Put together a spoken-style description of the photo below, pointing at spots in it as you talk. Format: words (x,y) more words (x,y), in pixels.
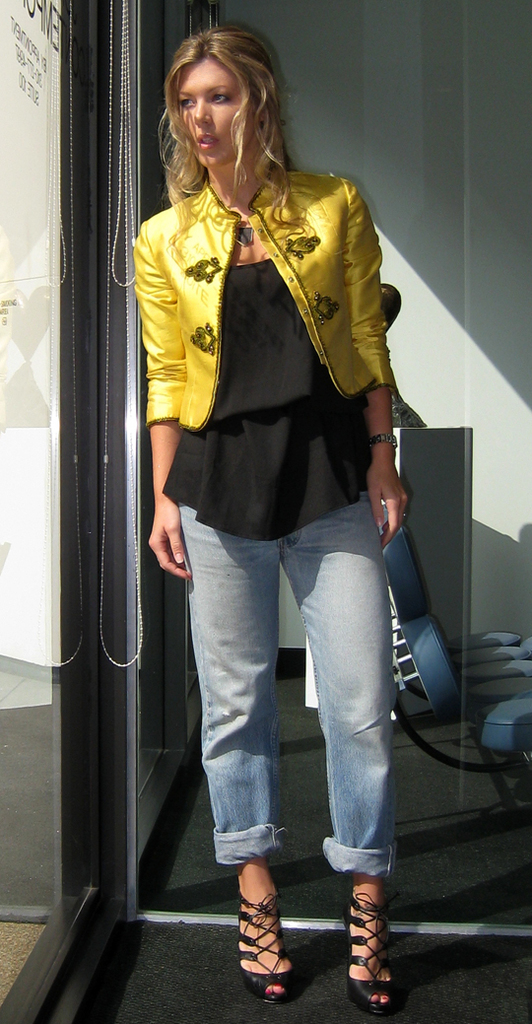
In the center of the image (216,580) we can see one woman (272,588) is standing and she is wearing a yellow jacket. In the background (474,109) there is a wall (526,43), chair (460,768), glass (47,510), carpet (210,949) and a few other objects (76,938). And we can see some text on the glass (2,678).
